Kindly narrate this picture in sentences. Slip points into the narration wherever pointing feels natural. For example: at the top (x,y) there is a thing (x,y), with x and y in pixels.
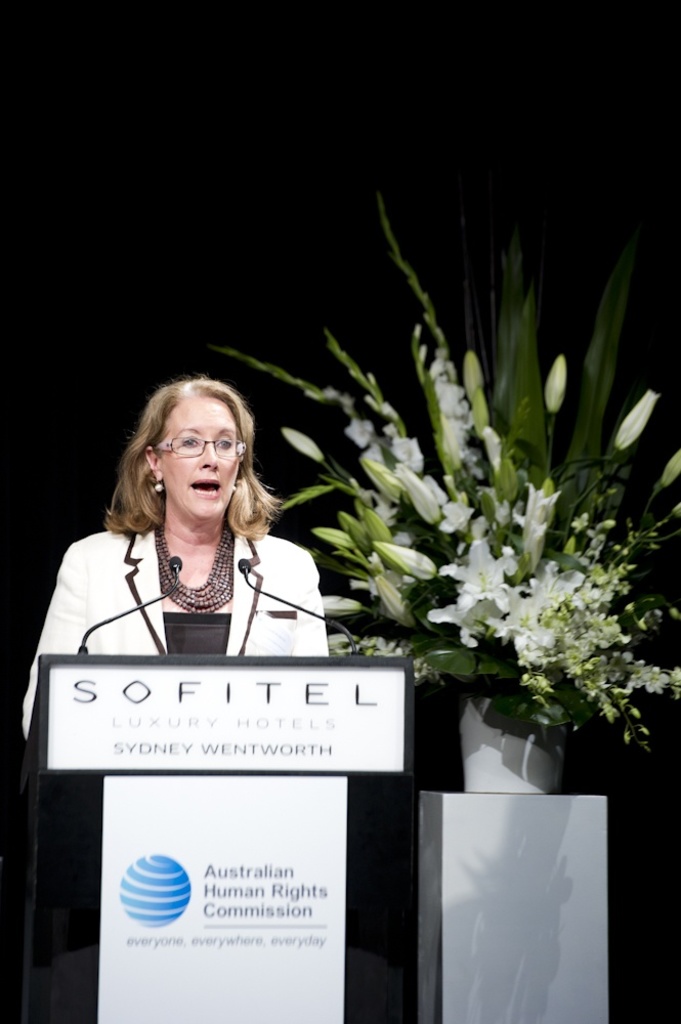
In this image in the center (230,435) there is one woman (157,592) who is standing, in front of her there is one podium (221,789) it seems that she is talking. Beside her there is one flower pot (492,726), plant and one table (483,864).
